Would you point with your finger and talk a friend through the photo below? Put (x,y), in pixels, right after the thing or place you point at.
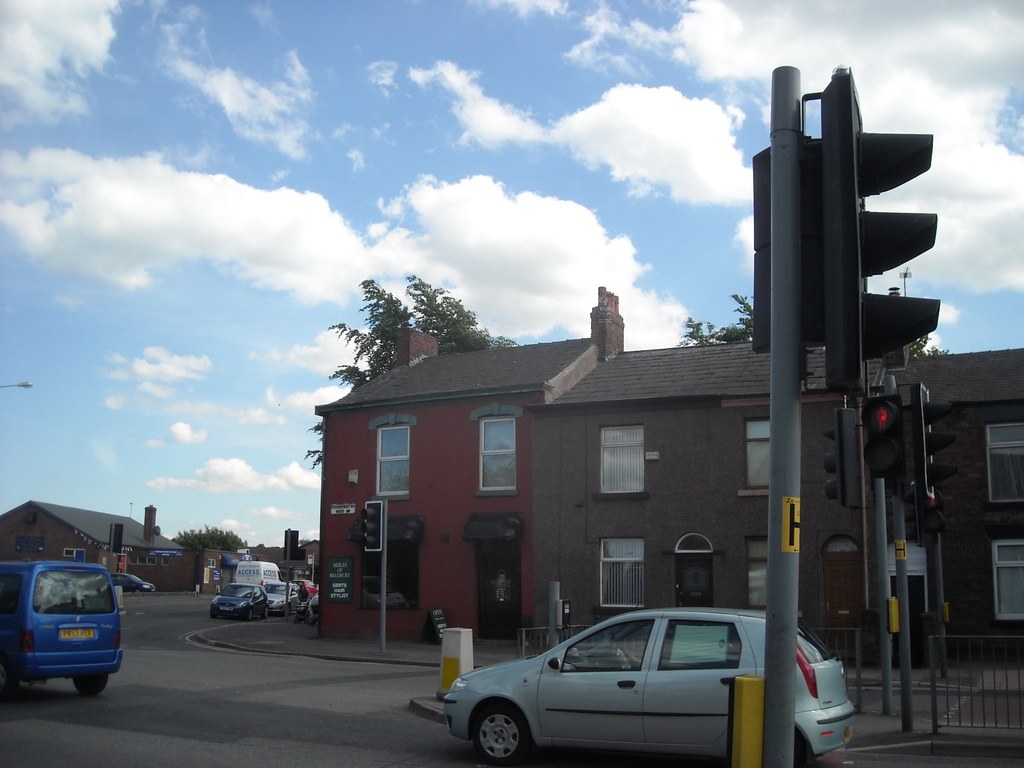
In this image in the center (389,440) there are buildings (565,540), trees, poles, traffic signals (916,429), houses (496,599) and at the bottom of the image (367,688) there is road (133,622). On the road (136,605) there are some vehicles (632,624), and on the right side (937,662) there is a railing (933,688). At the top (413,204) there is sky (360,241).
